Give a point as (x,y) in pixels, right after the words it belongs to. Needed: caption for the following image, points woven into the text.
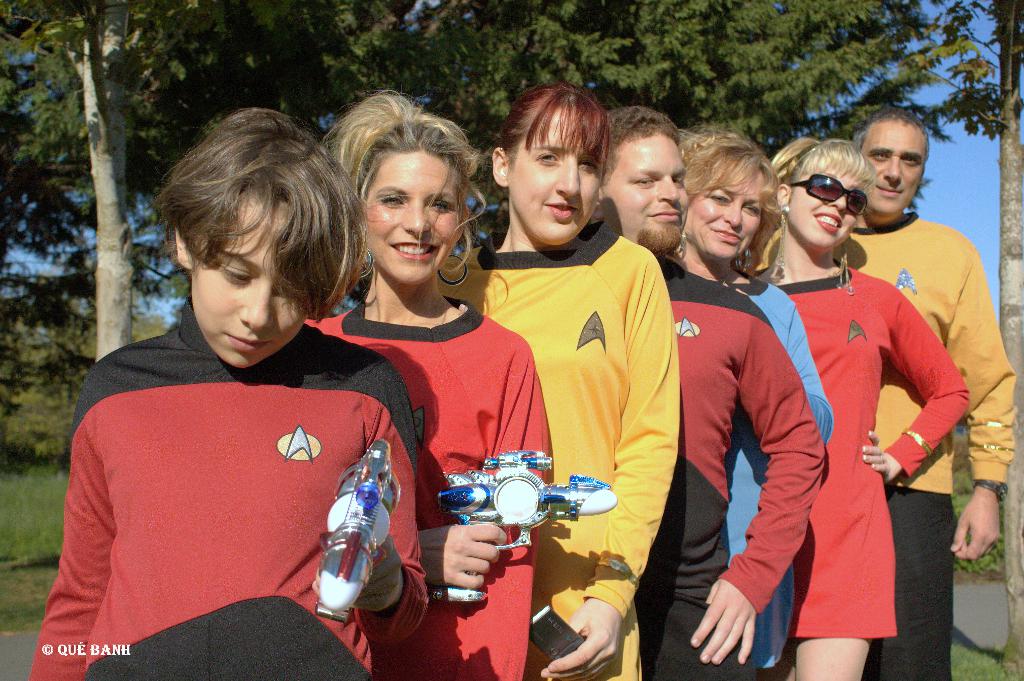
In the foreground of the picture (881,303) I can see two men (875,255) and four women (555,311). There are a child (278,259) and a woman (453,555) on the left side (296,224) and they are holding the toy weapon (495,498) in their hand (373,577). In the background (108,36), I can see the trees (1016,83).
